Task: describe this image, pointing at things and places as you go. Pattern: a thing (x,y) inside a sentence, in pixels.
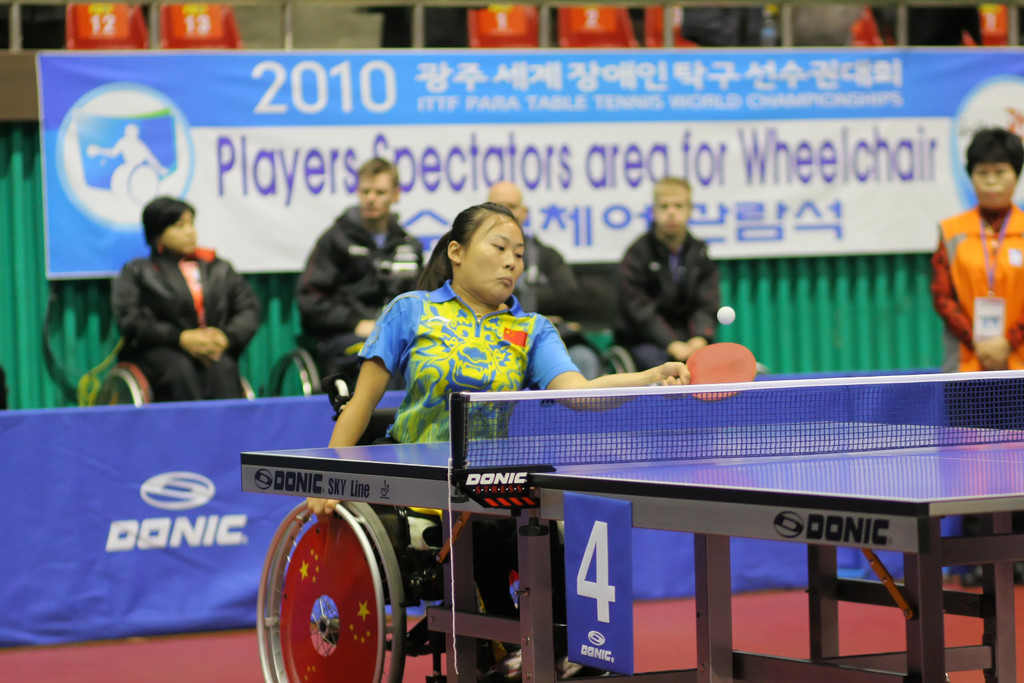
In this picture we can see a woman (493,365) sitting on chair (385,426) and playing table tennis and in the background (309,282) we can see five persons (663,220) where four are sitting and one is standing looking at her, banner (428,254), wall (26,92).
